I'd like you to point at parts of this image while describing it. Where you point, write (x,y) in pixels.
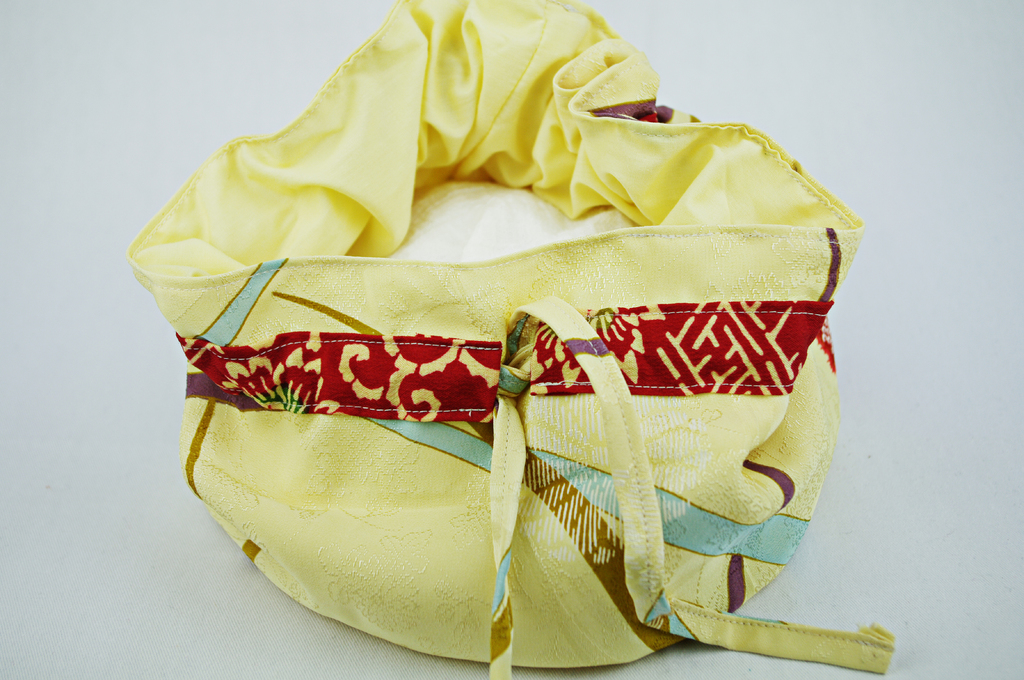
In this image I can see a yellow color of bag (618,355).
